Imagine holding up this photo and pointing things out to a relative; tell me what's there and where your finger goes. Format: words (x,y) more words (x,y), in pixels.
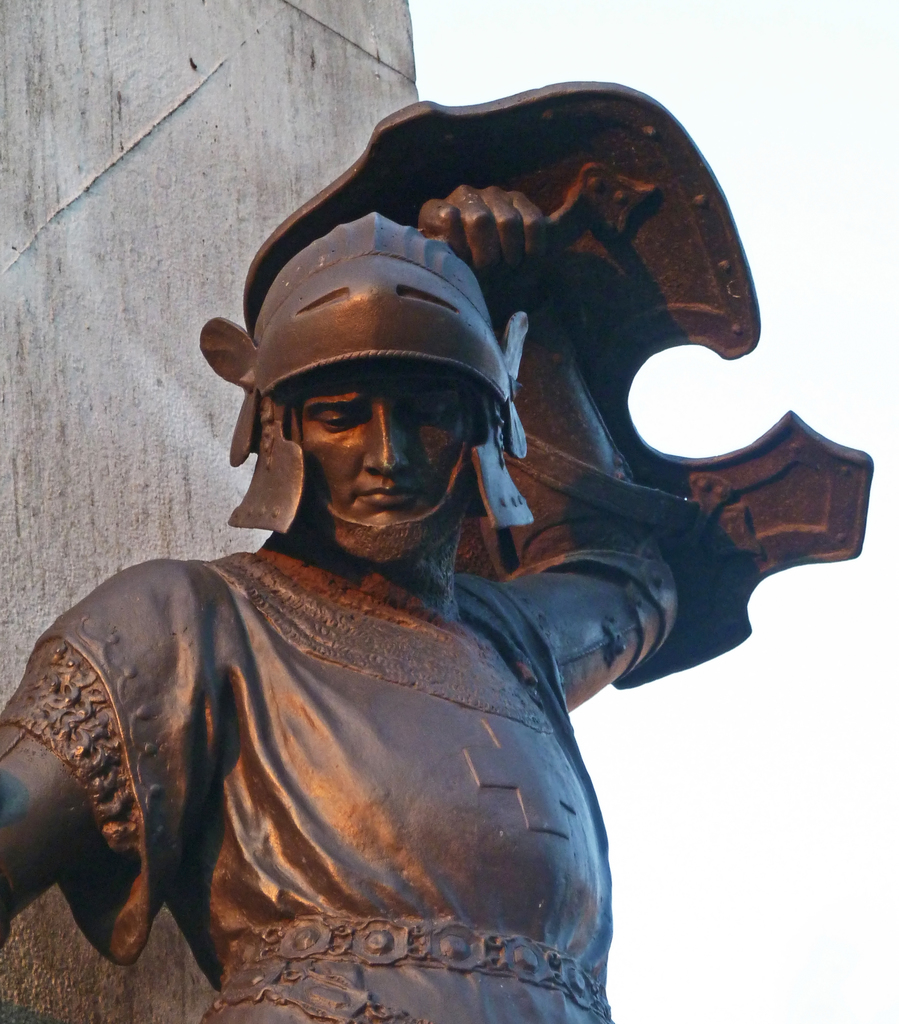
In this picture in the front (448,555) there is a statue (367,653). In the background (157,184) there is a wall (203,226).
